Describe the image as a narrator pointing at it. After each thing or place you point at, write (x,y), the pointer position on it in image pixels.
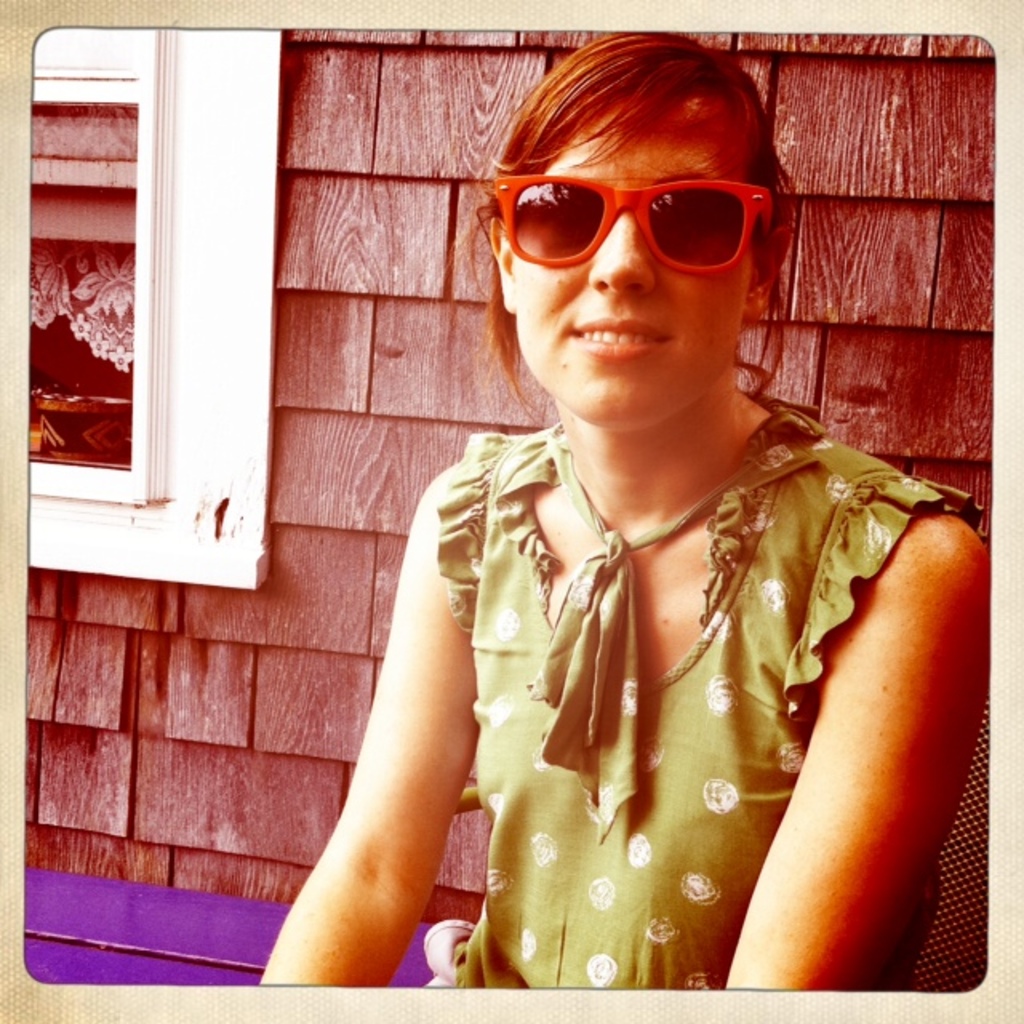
This is a edited image with border (99,22). There is one woman (541,754) sitting as we can see on the right side of this image (740,691). There is a wall (394,539) in the background (356,478). There is a window (131,340) on the left side of this image (144,395).
